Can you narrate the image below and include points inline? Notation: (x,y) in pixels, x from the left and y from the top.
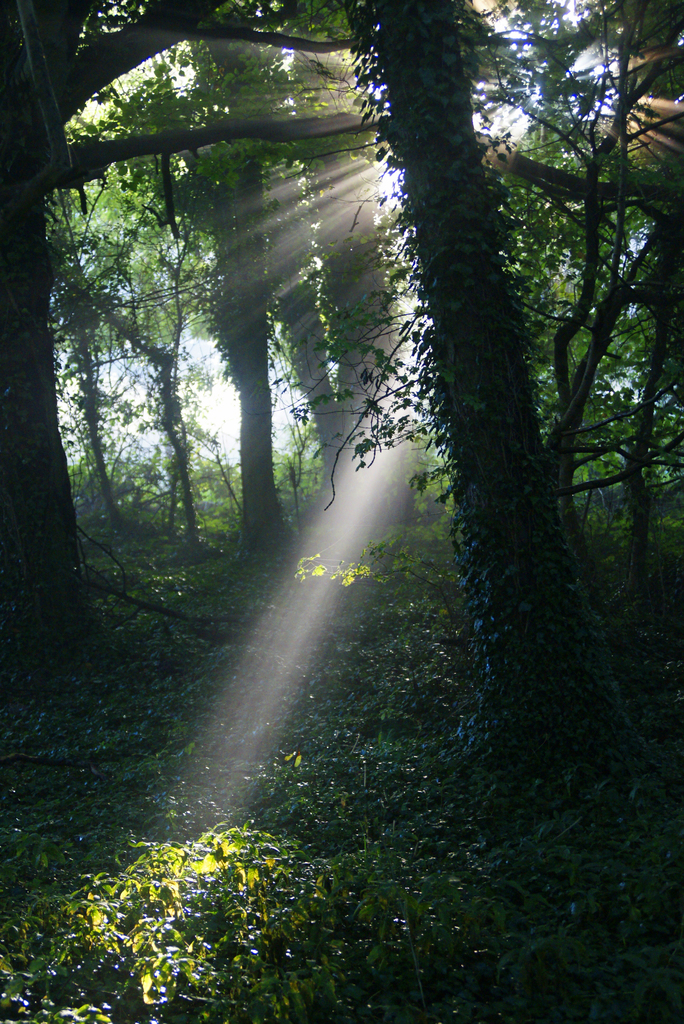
At the bottom (385,923), we see the plants (411,913). On the right side (555,389), we see the trees (595,170). There are trees (675,564), sun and the sky (579,20) in the background (238,252). We see the sun rays (320,535) are falling on the trees (339,397).
